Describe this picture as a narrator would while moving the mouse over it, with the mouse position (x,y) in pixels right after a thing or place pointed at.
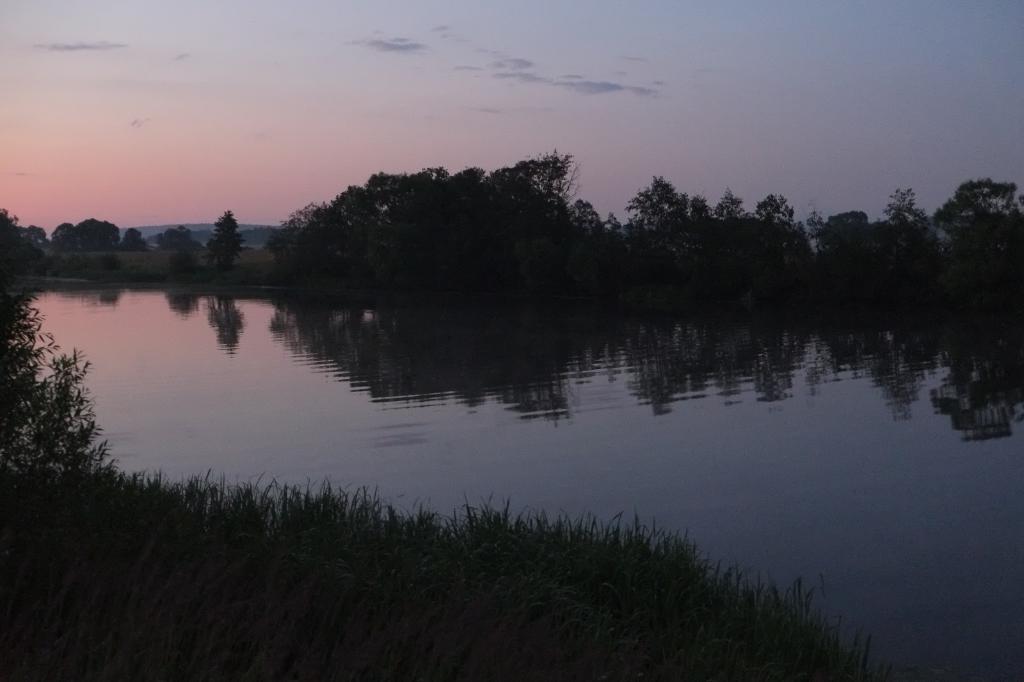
In this image I can see water (491,473) in the middle (383,444) and trees (296,279) on either side of the water (468,354) and I can see the sky (299,63) in the background (271,59).
